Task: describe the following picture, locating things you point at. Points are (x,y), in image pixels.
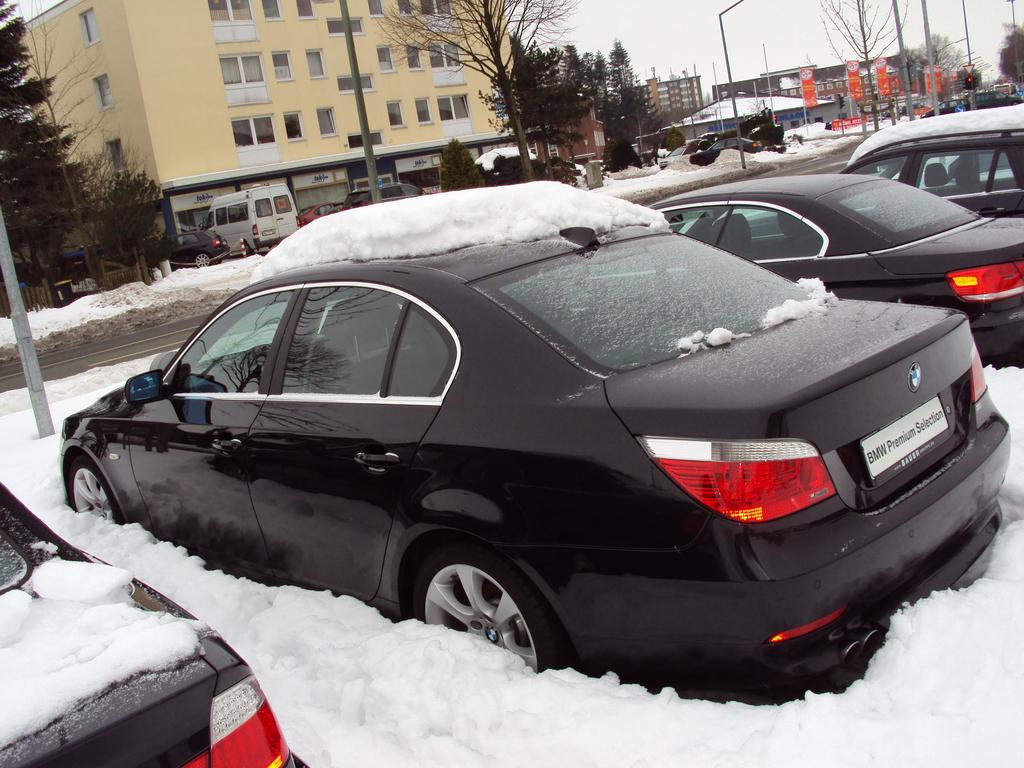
This image consists of many cars (646,457) in black color are parked. At the bottom (592,701), there is snow (241,644). In the background (580,94), we can see the trees (101,252), poles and a building (841,77) along with the vehicles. In the middle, there is a road (819,156). At the top (754,38), there is a sky (766,50).
